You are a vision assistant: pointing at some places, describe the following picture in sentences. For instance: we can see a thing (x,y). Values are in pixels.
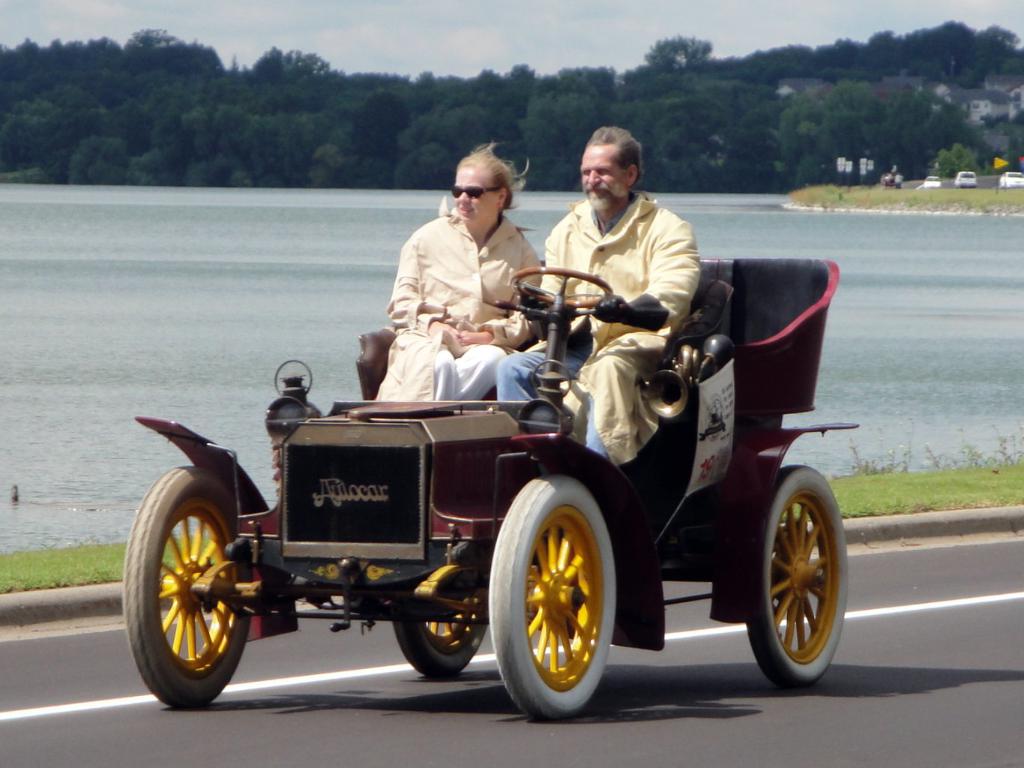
In the picture there is a vehicle (544,490), a man (594,293) is riding the vehicle (557,491) and beside him a woman (461,278) is sitting in the background (231,311) there is a lake (161,215), lot of trees (665,135), some vehicles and sky (465,40).
